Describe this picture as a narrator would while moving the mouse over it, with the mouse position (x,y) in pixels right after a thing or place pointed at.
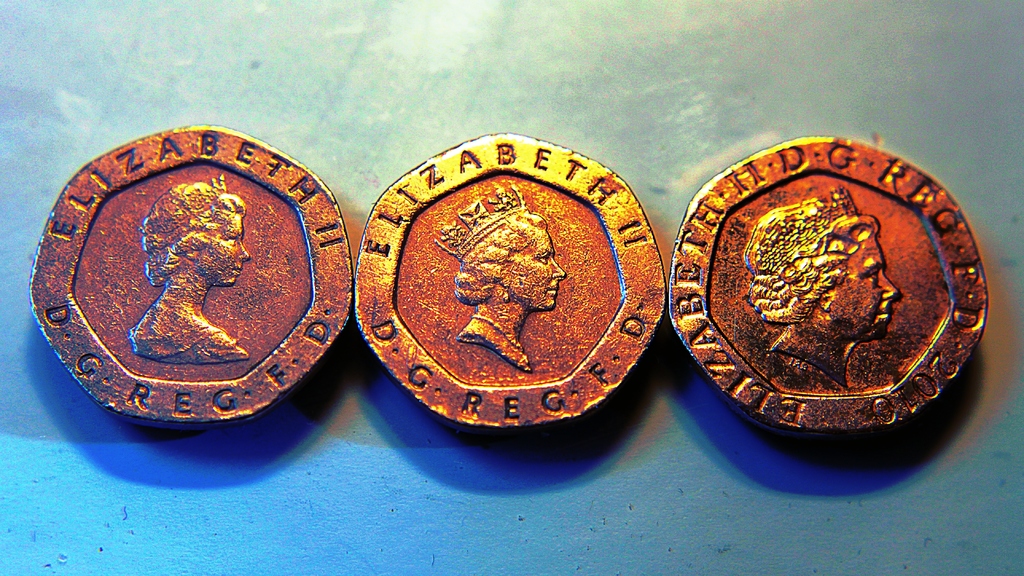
In this picture we can see three coins (528,275). In every coin (406,327) we can see a woman's picture (479,266). Here we can read that Elizabeth II. On the bottom (638,491) we can see a surface (568,507).
